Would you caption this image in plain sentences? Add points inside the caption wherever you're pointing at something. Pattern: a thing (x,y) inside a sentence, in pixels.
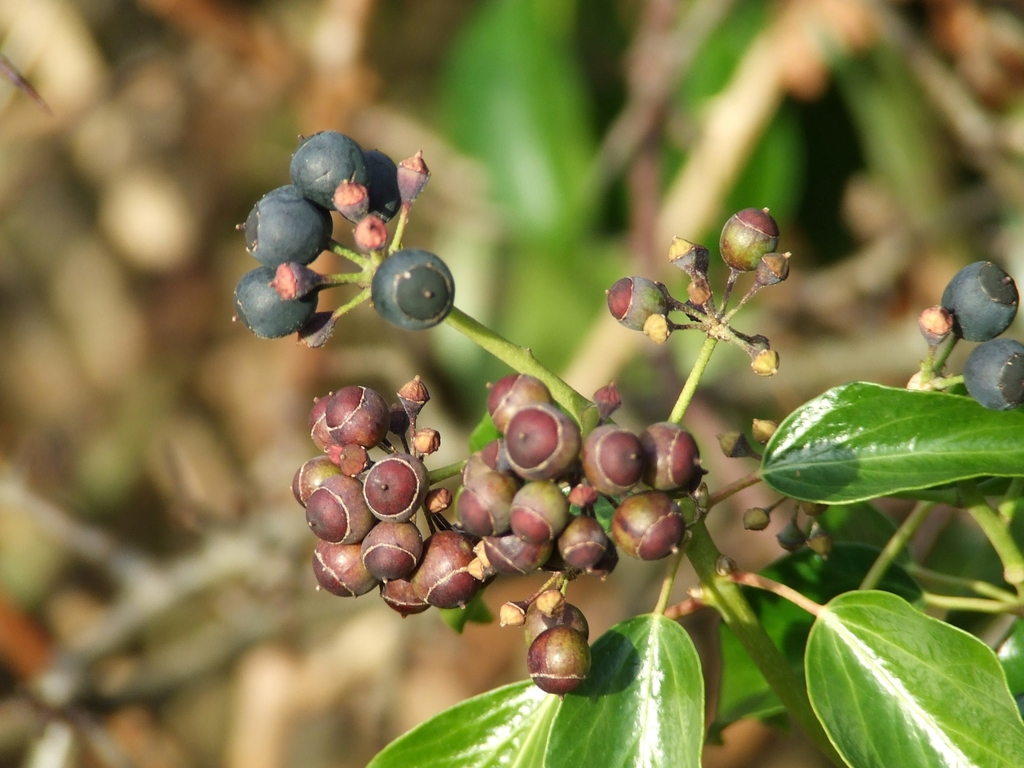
In the center of the image (530,389) we can see some fruits (545,513), leaves (1000,451). In the background (240,539) the image is blur.
